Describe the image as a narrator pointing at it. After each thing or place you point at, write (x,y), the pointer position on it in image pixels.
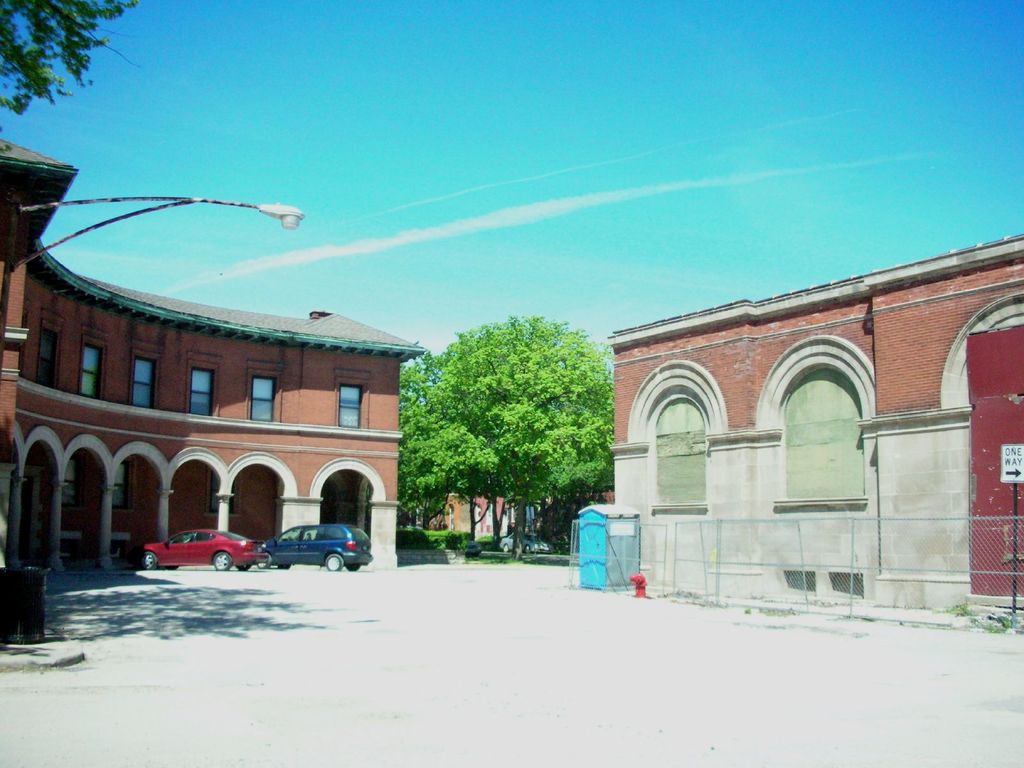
There is a building (360,395) in the left corner (199,412) and there are two cars (275,539) in front of it and there is another building (910,423) in the right corner (914,457) and there are trees (496,418) in the background (496,418).
